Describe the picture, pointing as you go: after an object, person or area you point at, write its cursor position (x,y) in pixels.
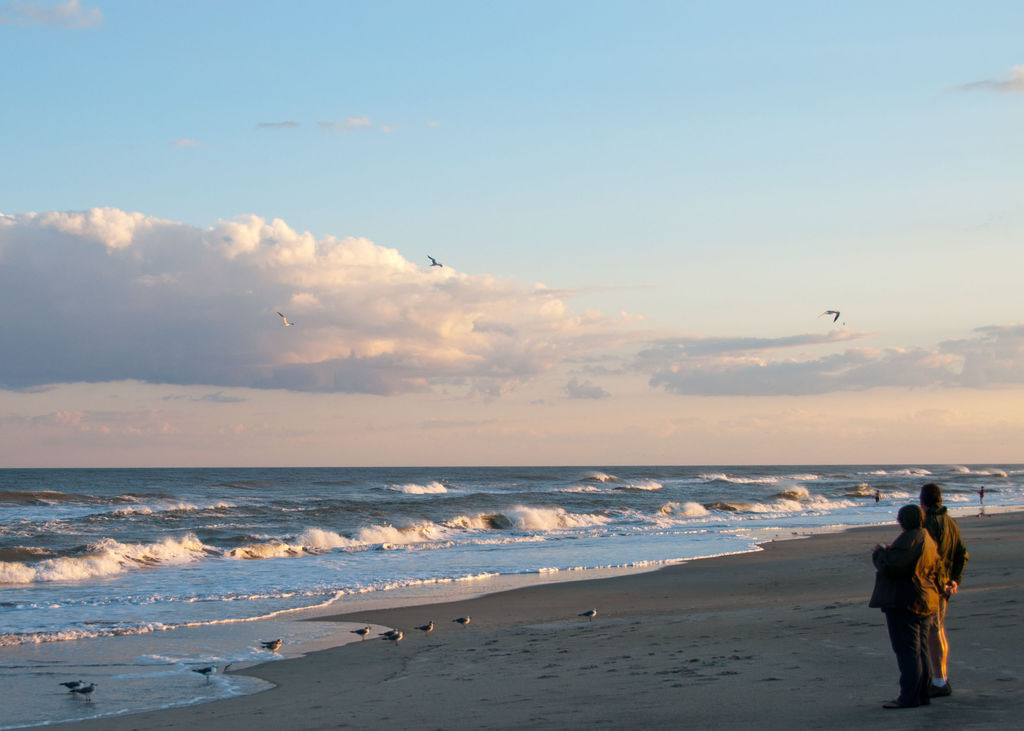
In the image we can see there are people (893,614) standing on the sand (869,647) and there are birds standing on the ground (486,633) near the sea shore (536,601). Behind there is sea (559,516) and there are birds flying in the sky (706,258). There is a cloudy sky (496,397).
